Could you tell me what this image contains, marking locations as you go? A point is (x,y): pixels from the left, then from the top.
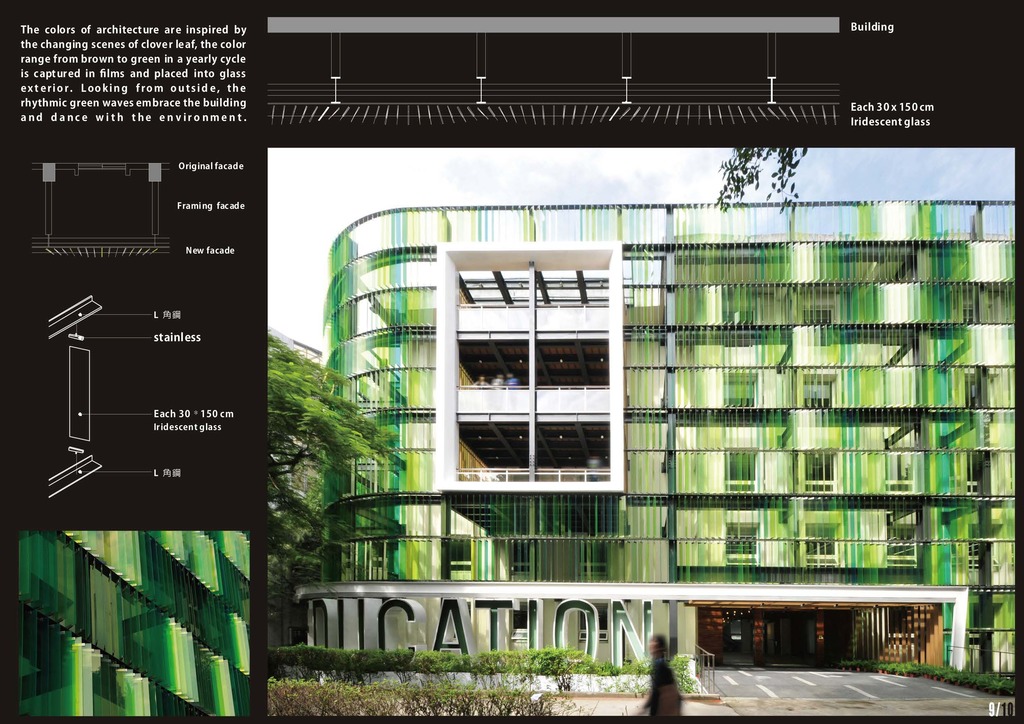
This is an edited image where there are plants (578,669), grass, building (416,343), a person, trees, sky (939,193) and a watermark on the image.
